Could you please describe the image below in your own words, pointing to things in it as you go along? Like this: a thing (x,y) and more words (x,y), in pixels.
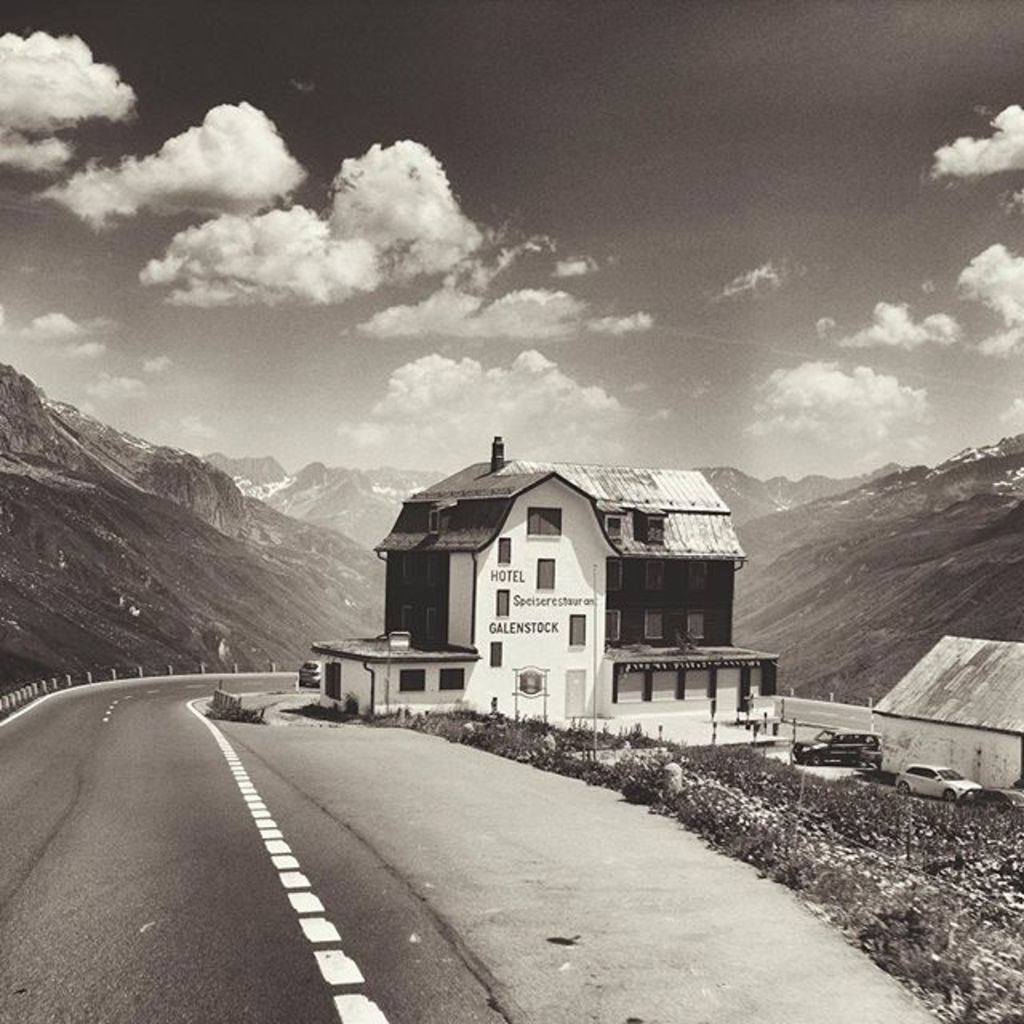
This image consists of fence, grass (714,832), houses (560,665), vehicles (1008,792), poles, text (495,576), windows (541,569), mountains (374,624) and the sky (87,305). This image is taken may be on the road (249,842).
